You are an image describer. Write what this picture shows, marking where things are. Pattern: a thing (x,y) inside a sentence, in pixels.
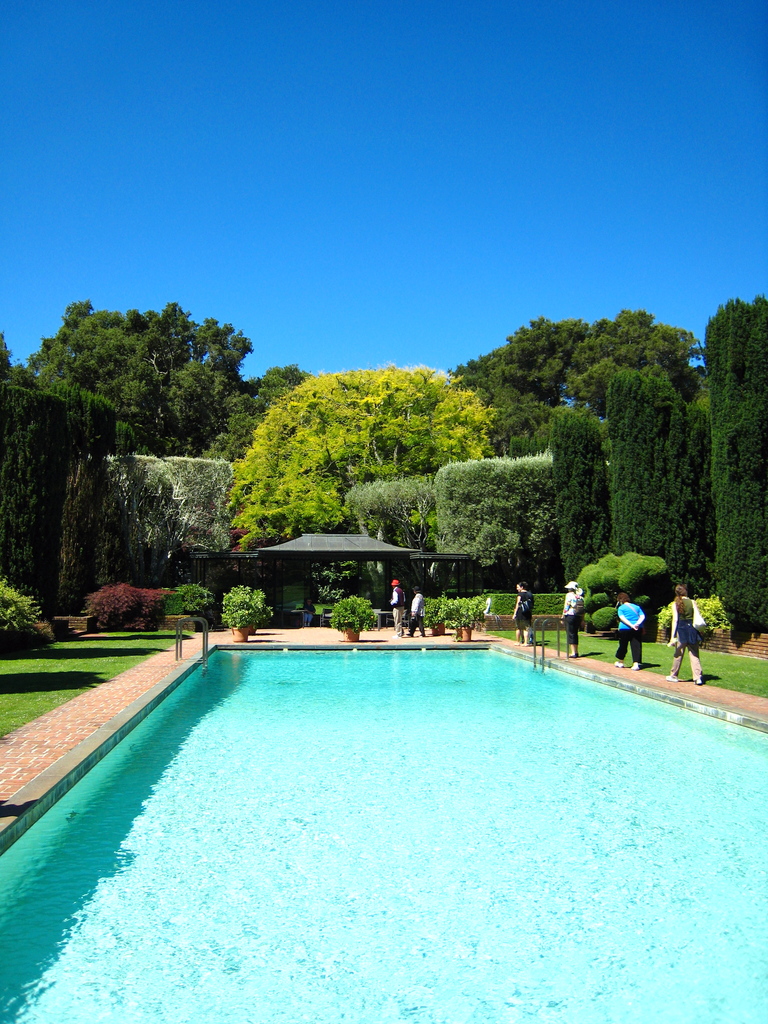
In the foreground of the picture (299,664) there are plants (428,599), people (623,649), grass (49,688) and a swimming pool (315,752). In the center of the picture (367,527) there are trees (382,436) and a construction (309,550). Sky (218,196) is sunny.
